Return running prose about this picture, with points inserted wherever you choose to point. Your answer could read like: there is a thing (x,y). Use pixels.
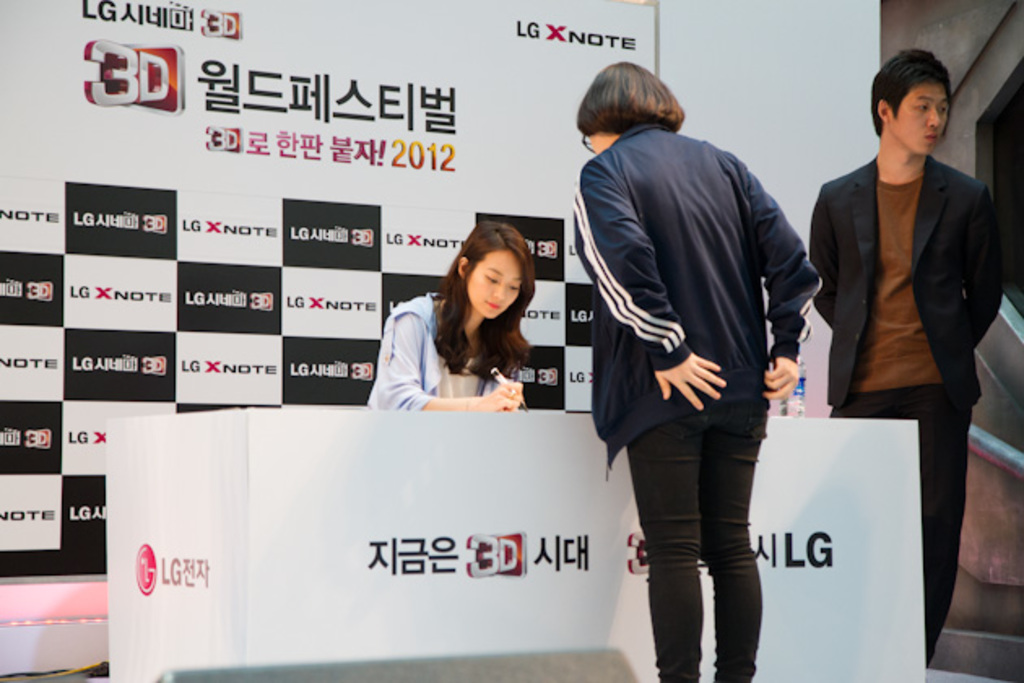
This picture is taken inside the room (1001,347). In this image, on the right side (903,412), we can see a man (1001,279) standing. In the middle of the image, we can see a woman (455,310) sitting behind the table (534,412), on that table (336,427), we can see a water bottle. On the right side (996,439), we can see a metal rod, we can also see a woman (745,449) standing in front of the table (356,433). In the background (298,86), we can see a hoarding (578,71) and a wall (712,12) which is in white color.
